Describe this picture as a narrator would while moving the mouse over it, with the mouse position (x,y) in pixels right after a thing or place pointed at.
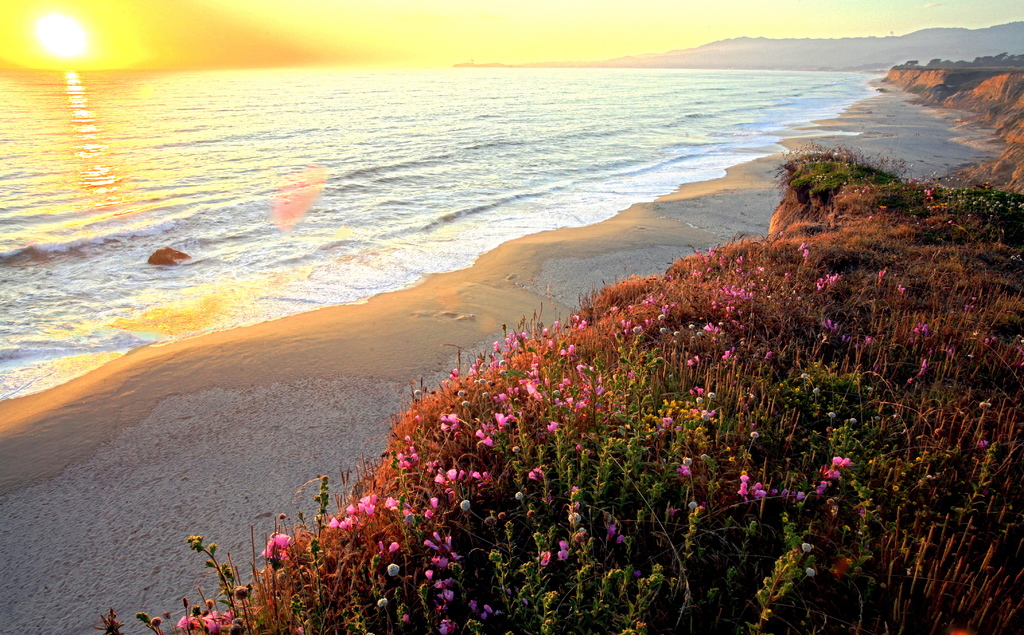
In the image there are many beautiful flowering plants (495,444) and in front of the plants (924,422) there is a sea (265,205) and the sun rays (100,33) are falling on the sea (469,114).
